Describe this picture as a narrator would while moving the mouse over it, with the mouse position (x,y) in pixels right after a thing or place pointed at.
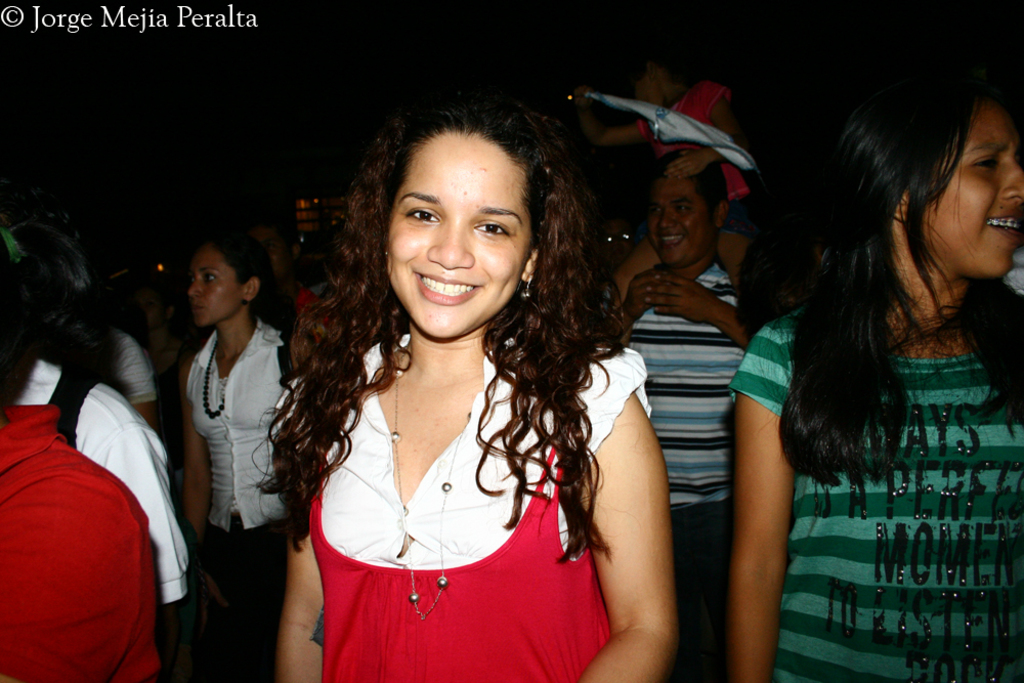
The girl (613,454) in the middle of the picture (452,359) wearing white and red shirt (507,626) is smiling. Beside her, the girl (870,507) in green T-shirt (909,475) is smiling. Behind them, we see people (29,418) standing. In the background (354,109), it is black in color and this picture is clicked in the dark.
